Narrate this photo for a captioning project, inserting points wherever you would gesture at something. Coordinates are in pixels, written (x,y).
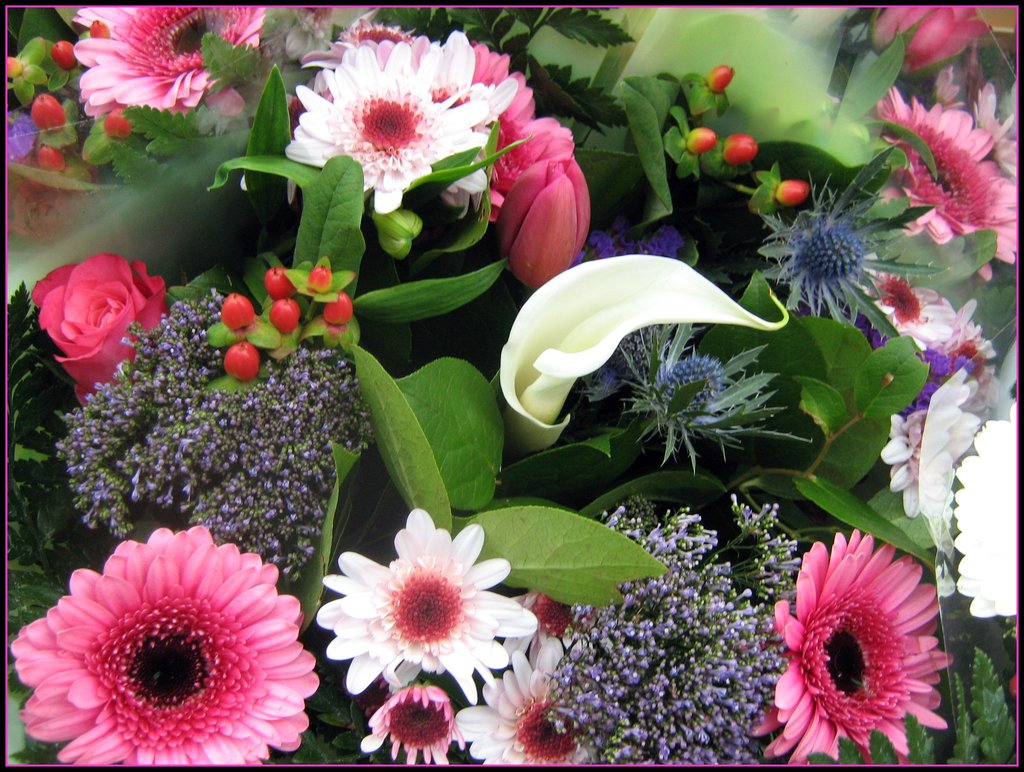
In this image I can see flowers (147,311) and leaves (14,455).
